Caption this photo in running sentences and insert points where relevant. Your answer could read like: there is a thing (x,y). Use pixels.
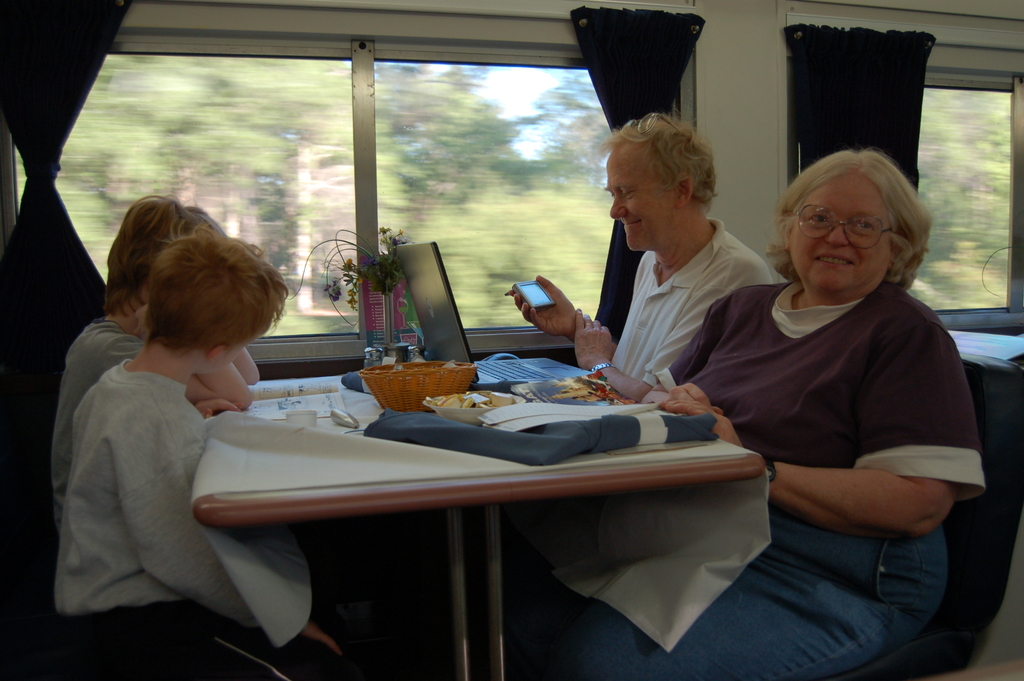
The image is taken inside a train (323,3). In the center of the image (349,411) there is a table (439,398) and there are people (936,383) sitting around the table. There is a laptop (475,381), basket (411,390), some food (468,401), papers (540,415), a cloth (546,438) which are placed on the table (355,500). In the background (655,72) there is a window (469,123), a curtain (660,93). We can also see some trees (496,201) outside the window (459,194).
